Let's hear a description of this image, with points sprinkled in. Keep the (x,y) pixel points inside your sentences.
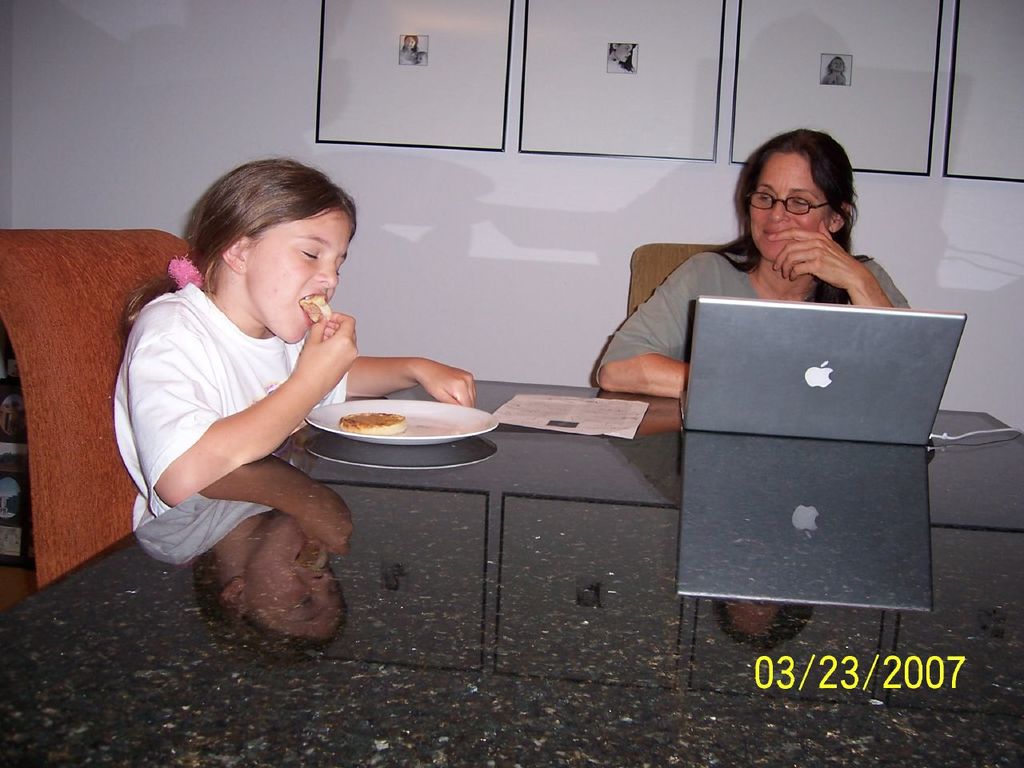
In the center of the image (556,491) there is a table (427,538). On the left (272,417) there is a girl (302,365) eating food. On the right (861,290) there is a lady (696,290) sitting. There is a laptop (694,401), paper (547,425) and plate of food (462,436) placed on the table (388,540). In the background (523,194) there is a wall (481,173) with frames (557,130).
